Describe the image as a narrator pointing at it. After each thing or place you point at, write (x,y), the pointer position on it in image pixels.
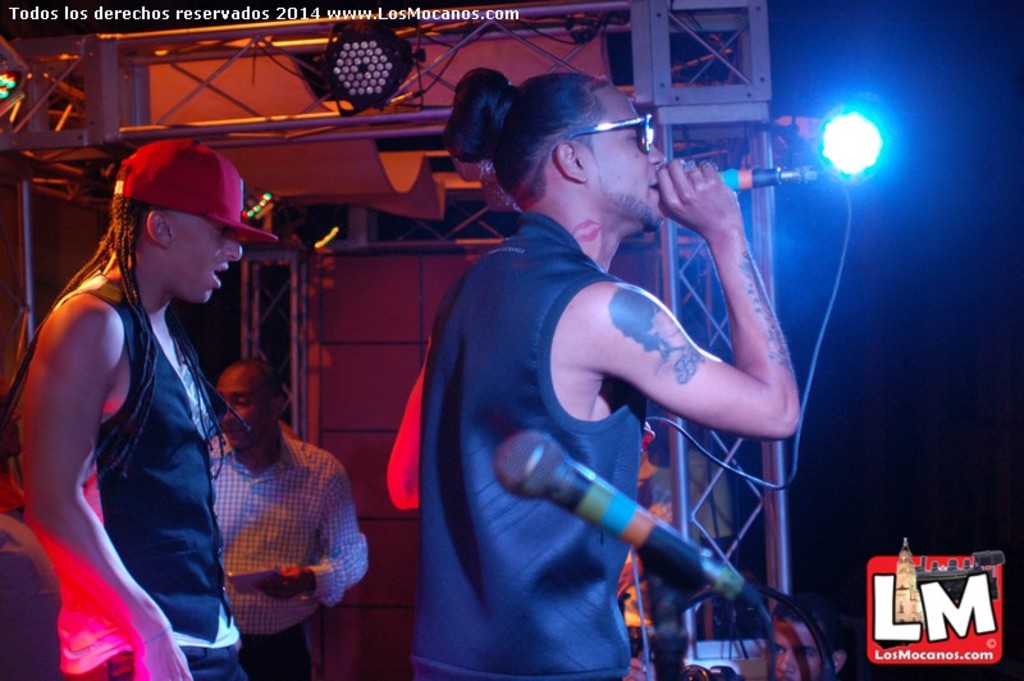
In this picture i could see a person (522,395) performing a musical show holding a mic (740,177) in his hand (667,182). In the background (241,420) there are some people (118,489) they are dressed in black in color.
